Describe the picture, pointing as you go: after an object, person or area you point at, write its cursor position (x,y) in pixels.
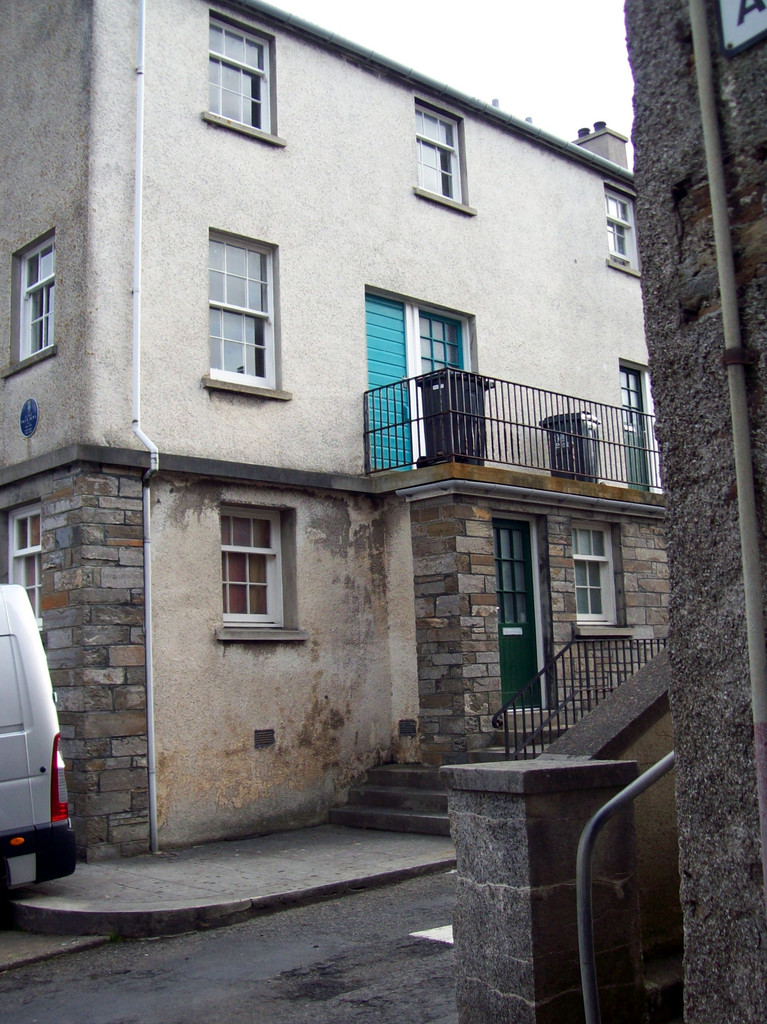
In this image I can see buildings (398,564). There are windows (216,246), pipes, iron grilles (575,468), boards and there are stairs (391,812). There is a vehicle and there is sky (506,60).
